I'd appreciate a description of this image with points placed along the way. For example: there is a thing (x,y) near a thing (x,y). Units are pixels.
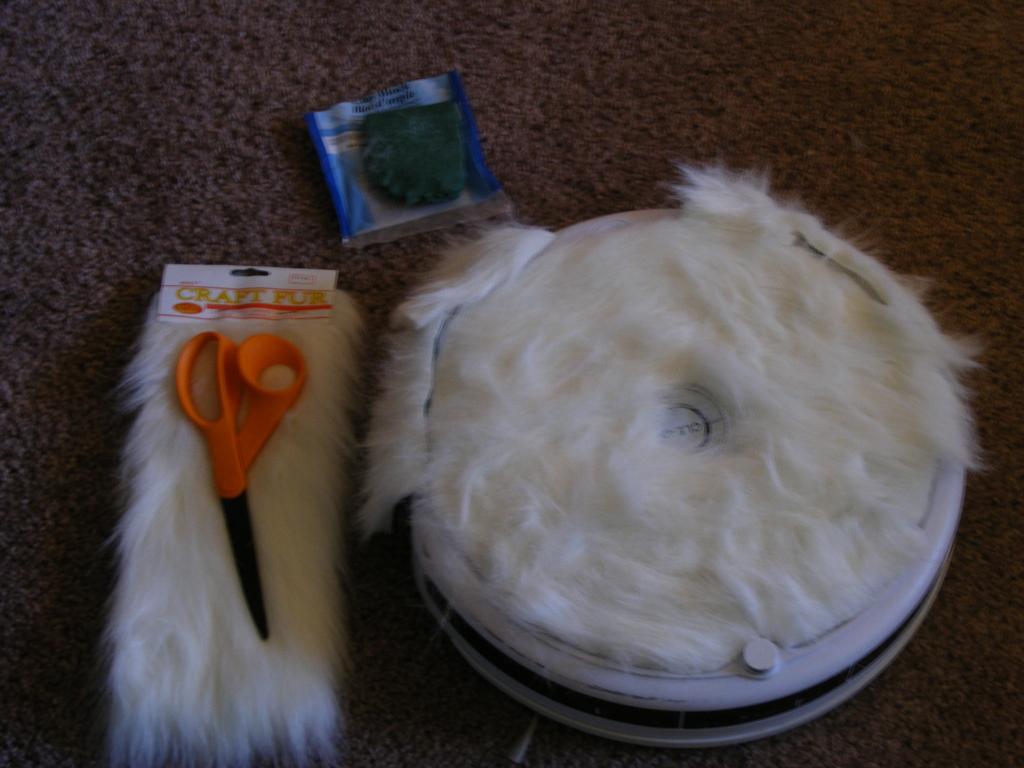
In this image there is a rectangular fur piece (207,502) on which there is a scissor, beside that there is a round thing (533,412) covered with fur (607,346) also there is a small packet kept on the carpet (79,477).
